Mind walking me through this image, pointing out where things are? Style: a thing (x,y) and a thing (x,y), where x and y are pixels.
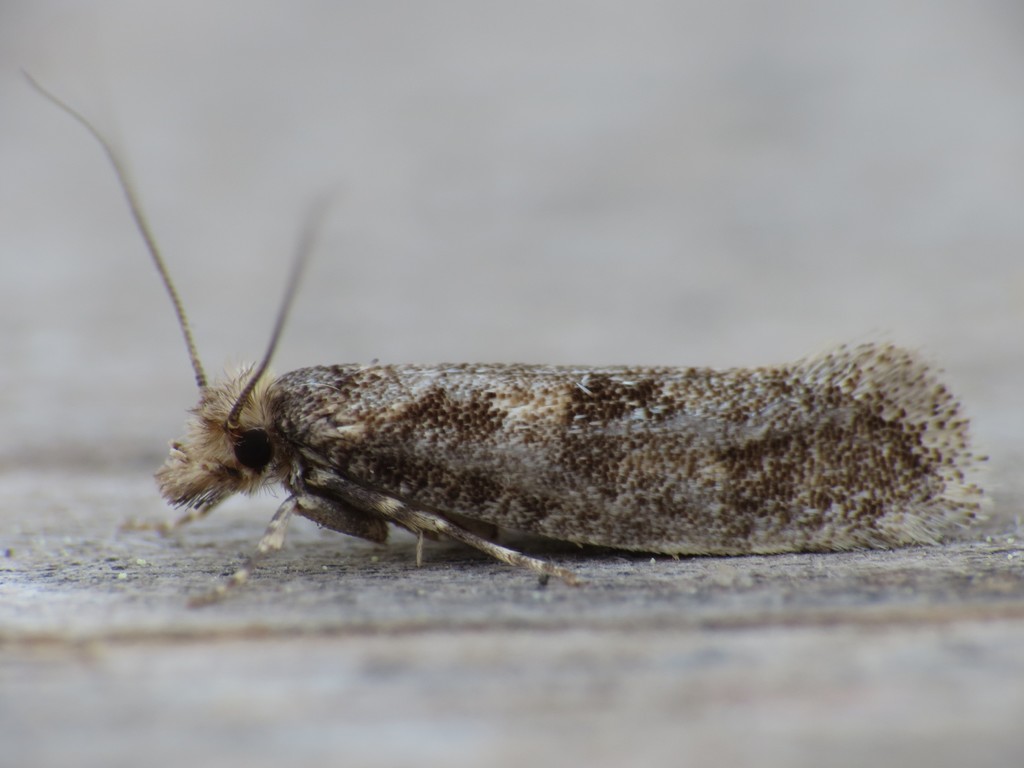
In this image we can see an insect (546,489) on the surface (448,579).
